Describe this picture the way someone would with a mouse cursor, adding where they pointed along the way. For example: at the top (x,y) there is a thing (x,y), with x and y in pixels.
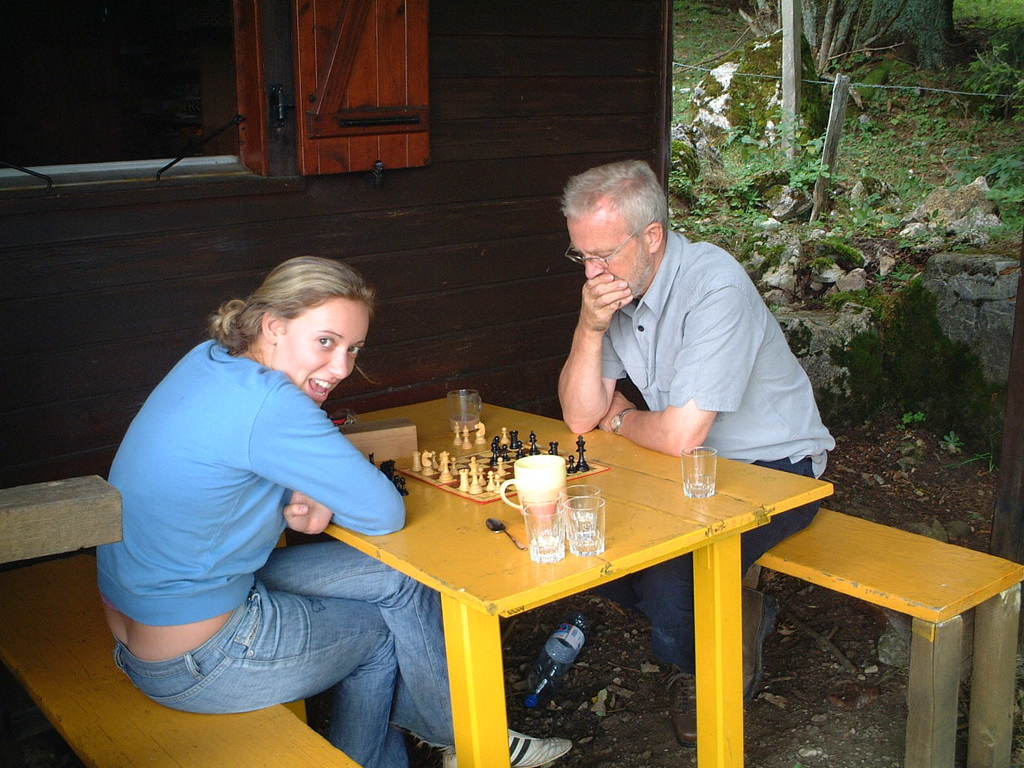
In the given image we can see two people (327,488) are playing chess (389,473). There is a water bottle (570,645), on a table (600,564) there is a glass (570,531) and a spoon (505,529).
